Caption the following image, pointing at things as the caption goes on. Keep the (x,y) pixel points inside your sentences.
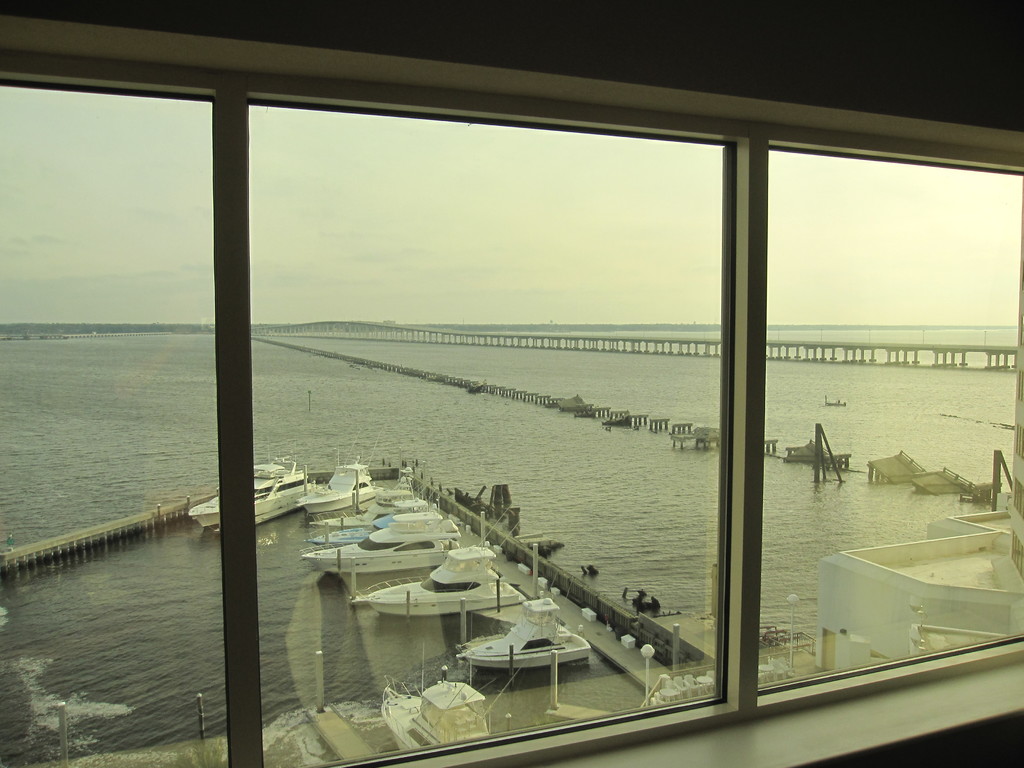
In this picture we can see a window (531,559), from window (516,559) we can see boats (488,589) on water (618,518) and we can see sky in the background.
